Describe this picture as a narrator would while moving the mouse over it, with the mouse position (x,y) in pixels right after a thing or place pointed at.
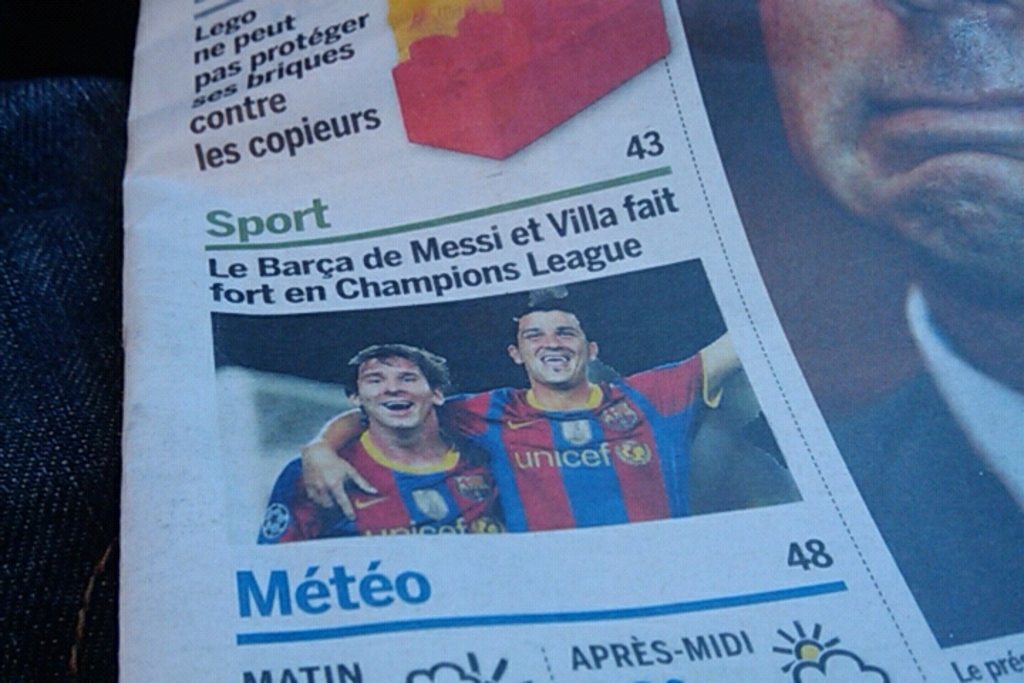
In this picture we can see a newspaper article (663,424) on sports. Two players (405,449) are standing and smiling at someone.
